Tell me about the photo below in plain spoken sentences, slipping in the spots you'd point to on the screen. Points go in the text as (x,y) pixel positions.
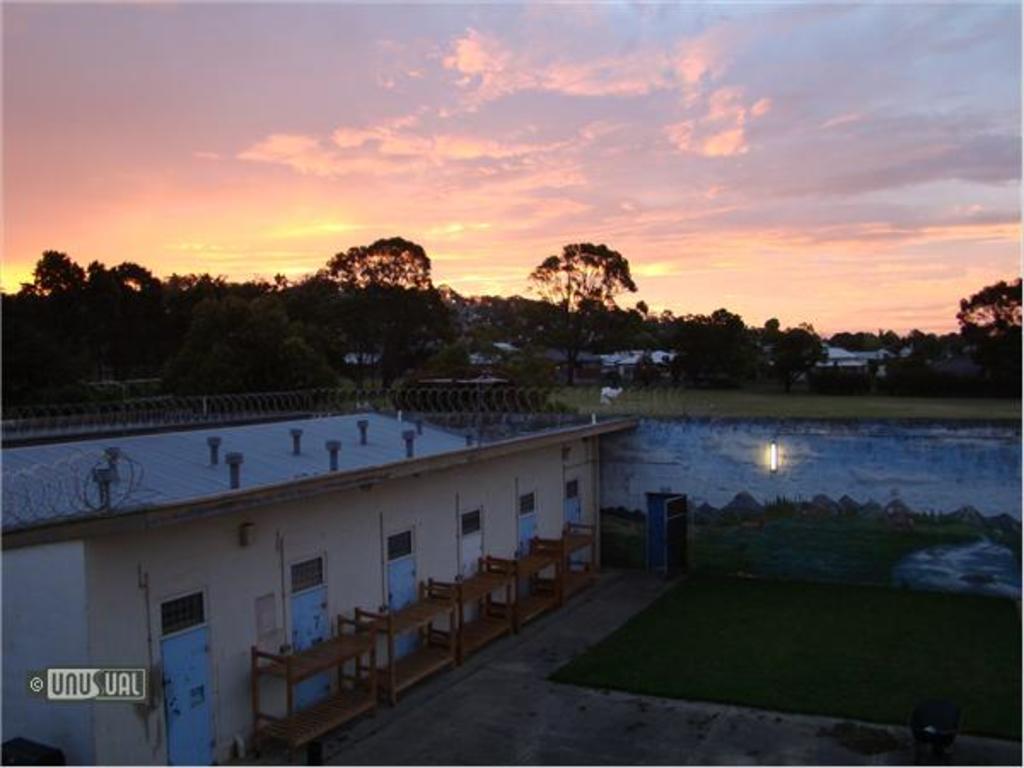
In this image we can see a few houses (371,530), there are some beds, trees (285,362), doors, water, grass (779,592) and light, in the background (612,159) we can see the sky (794,58) with clouds (684,117).
